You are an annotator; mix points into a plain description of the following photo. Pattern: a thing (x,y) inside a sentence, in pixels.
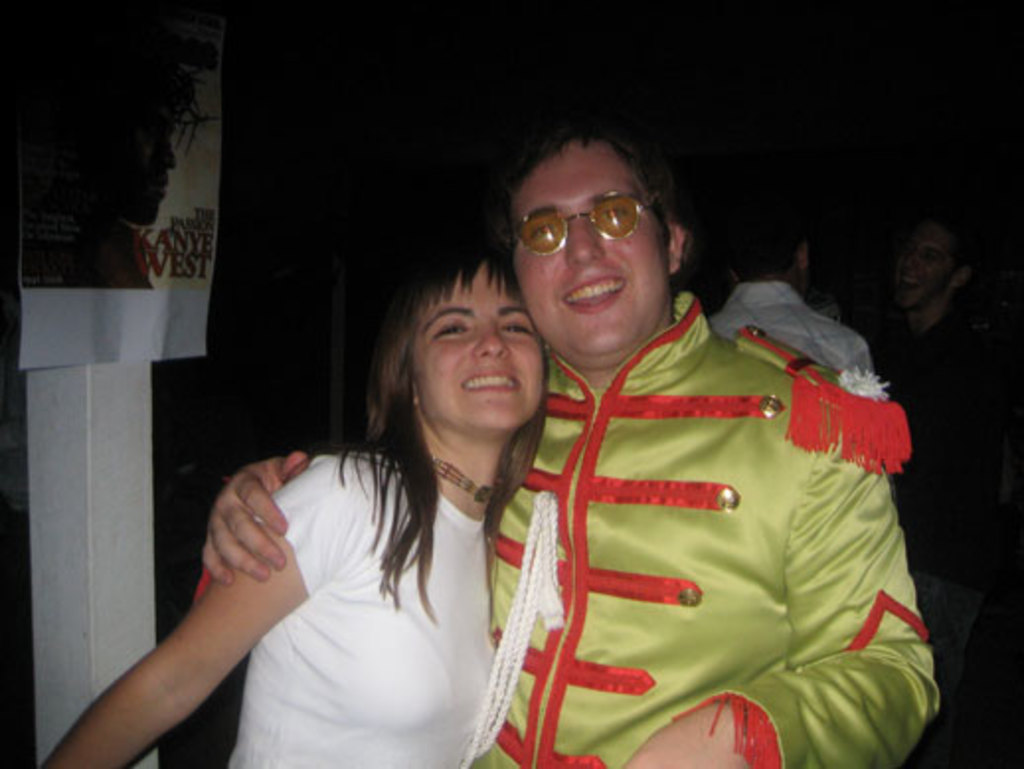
In this picture we can see group of people (513,481), in the middle of the image (531,489) we can see a man (668,395), he wore spectacles (606,218), beside him we can find a poster (148,213).
